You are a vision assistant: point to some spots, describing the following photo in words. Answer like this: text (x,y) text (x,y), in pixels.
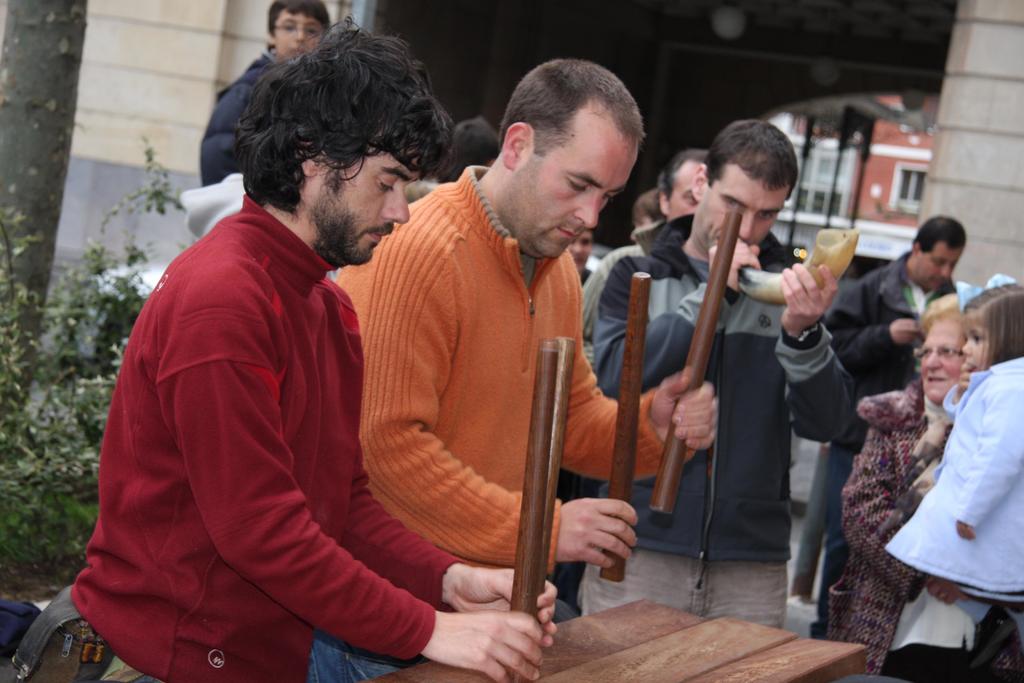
In the picture I can see some people (698,397) and there are holding an objects (616,477), behind we can see some buildings (797,82), plants (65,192).
